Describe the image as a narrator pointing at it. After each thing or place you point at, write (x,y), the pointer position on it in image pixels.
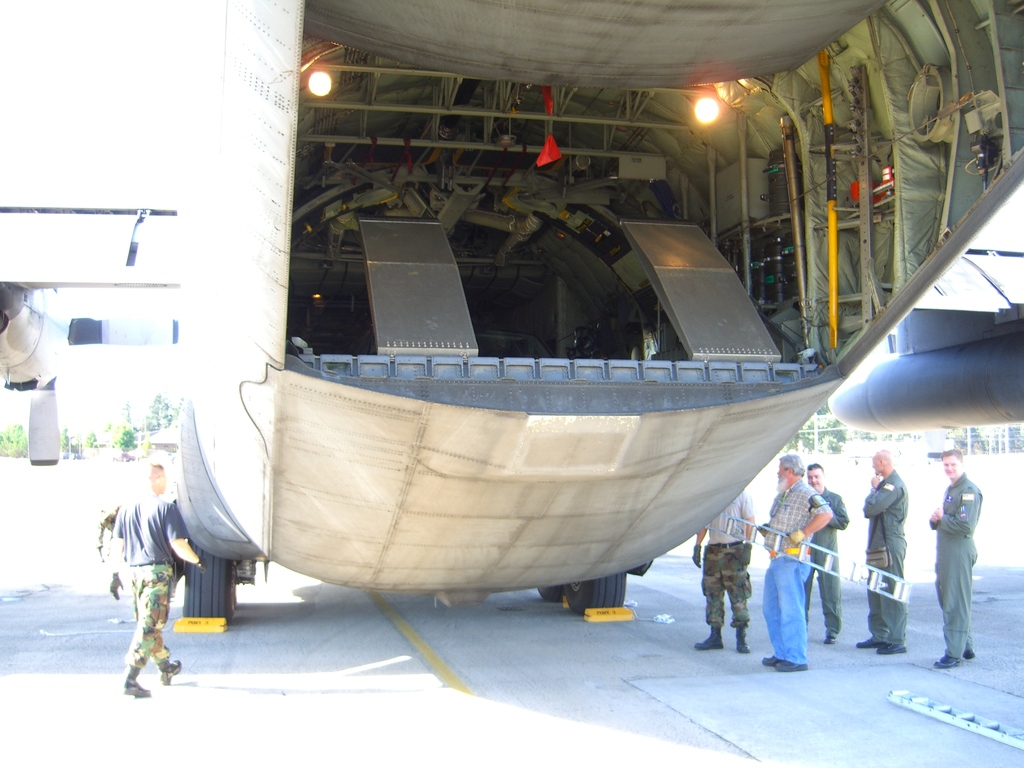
In this image we can see an airplane (356,411) on the ground (107,625), person's (143,636) standing on the ground (856,606) and one of them is holding a ladder (800,545) in the hands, trees (174,423) and sky (102,170).
